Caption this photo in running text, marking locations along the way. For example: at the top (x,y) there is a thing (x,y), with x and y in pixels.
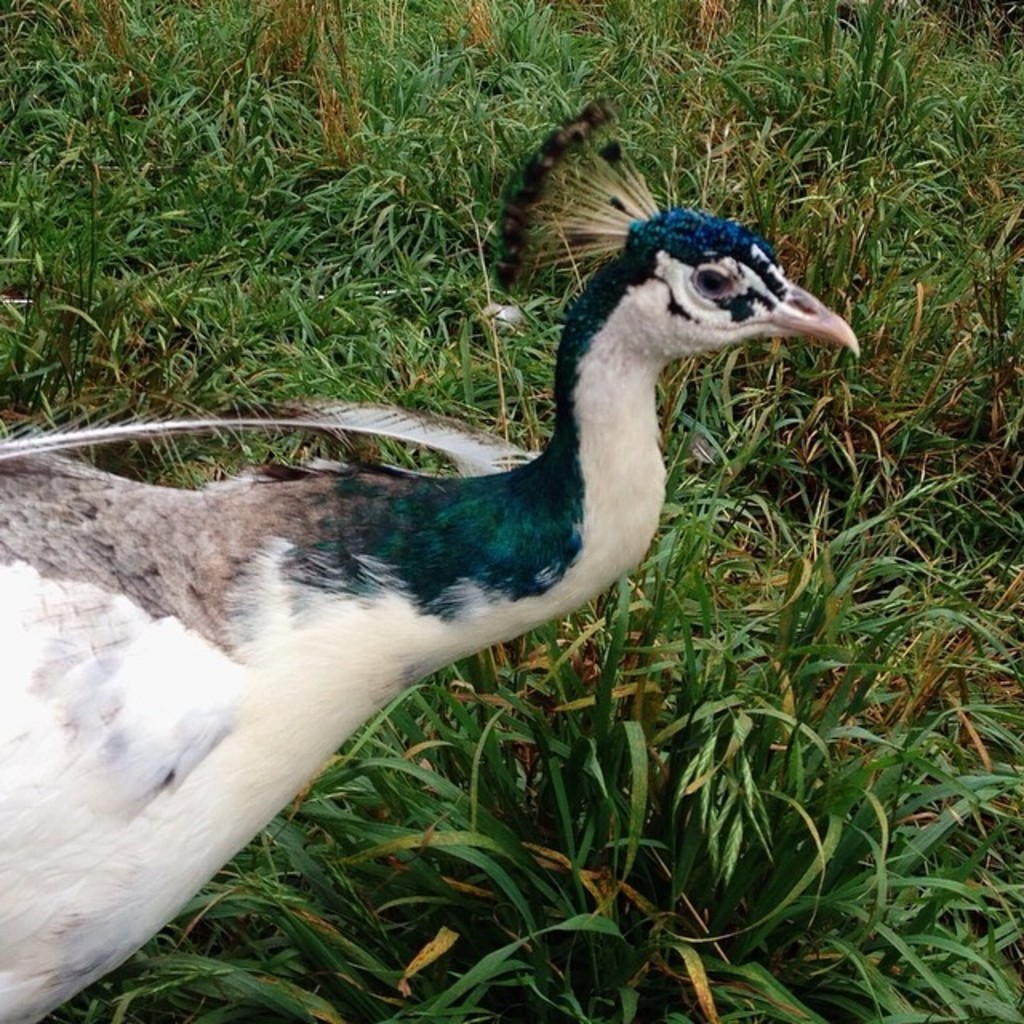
In this image we can see a peacock (322,700). At the bottom (549,848) there is grass (797,752).
